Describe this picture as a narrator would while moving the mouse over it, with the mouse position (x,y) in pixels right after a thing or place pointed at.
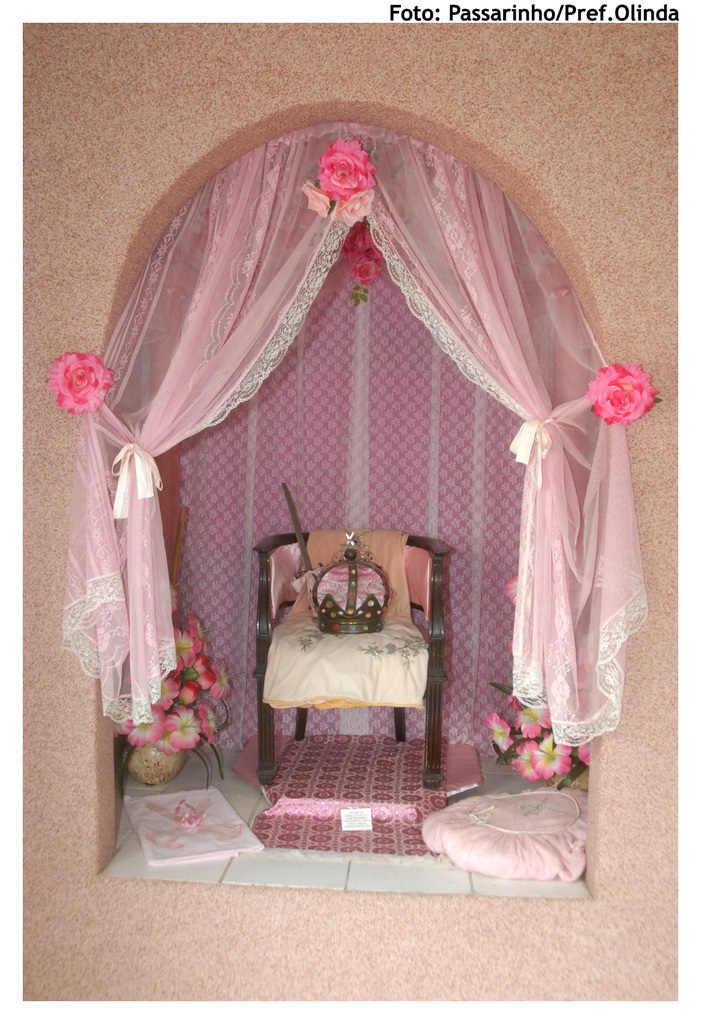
in this image i can see a chair (431,689). On the chair (430,676) i can see a cloth (328,653) and crown (365,618). At the back side (375,408) there is a pink cloth (310,431). There is a flower pot (172,779) on the floor (163,792). In front (187,318) there is a pink curtain (568,377) with roses (606,388).
